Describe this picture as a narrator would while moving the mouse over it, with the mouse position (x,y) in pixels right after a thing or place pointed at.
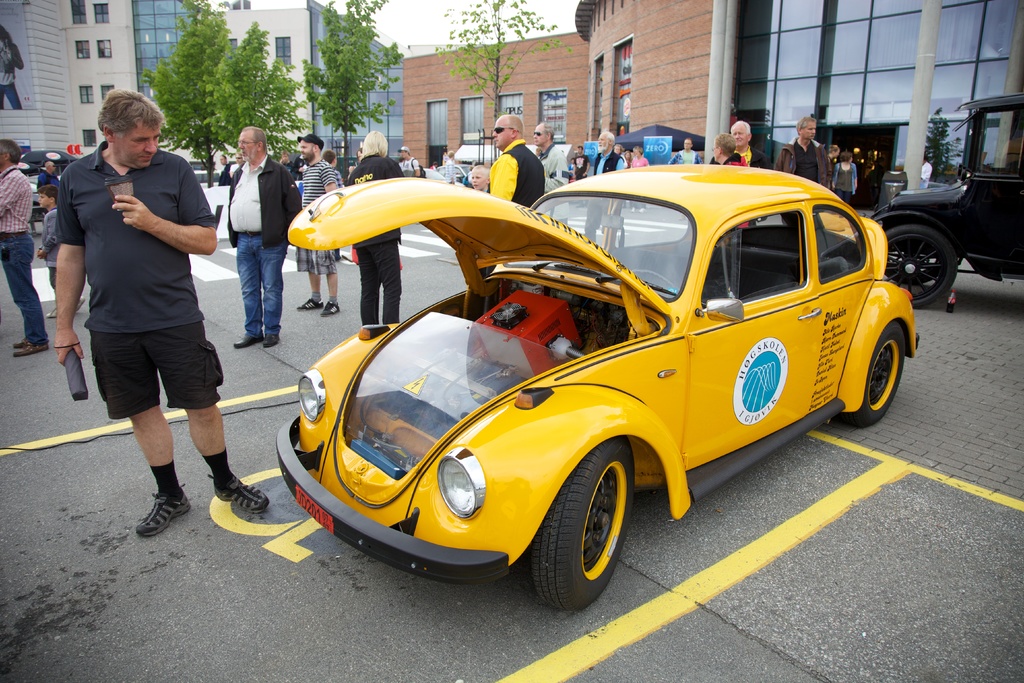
In this image I can see a car (646,352) which is yellow and black in color on the ground (821,491). I can see a person (141,312) wearing black dress (118,301) and black shoe (152,520) is standing and holding few objects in his hand (135,202) is watching the car (583,247). In the background (272,235) I can see few other persons (297,212) standing, a black colored car (960,252), few buildings (721,116), few trees (319,75), few tents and the sky (565,1).
